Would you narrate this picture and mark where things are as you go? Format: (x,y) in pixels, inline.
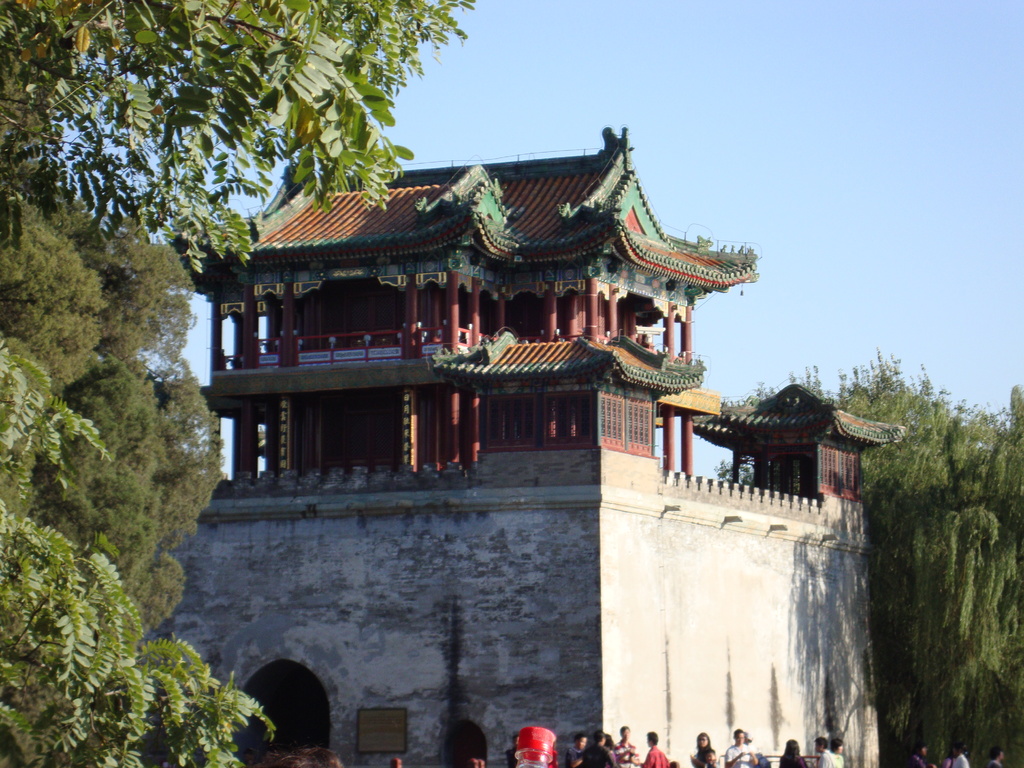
In this image there is the sky (724,81) truncated towards the top of the image (858,237), there is the building (499,393), there is the wall (646,611), there is tree (979,590) truncated towards the right of the image (953,543), there are trees (98,340) truncated towards the left of the image (65,493), there is tree (82,173) truncated towards the top of the image (190,41), there is an object (533,739) truncated towards the bottom of the image (530,751), there are persons (728,763) truncated towards the bottom of the image (961,762).
